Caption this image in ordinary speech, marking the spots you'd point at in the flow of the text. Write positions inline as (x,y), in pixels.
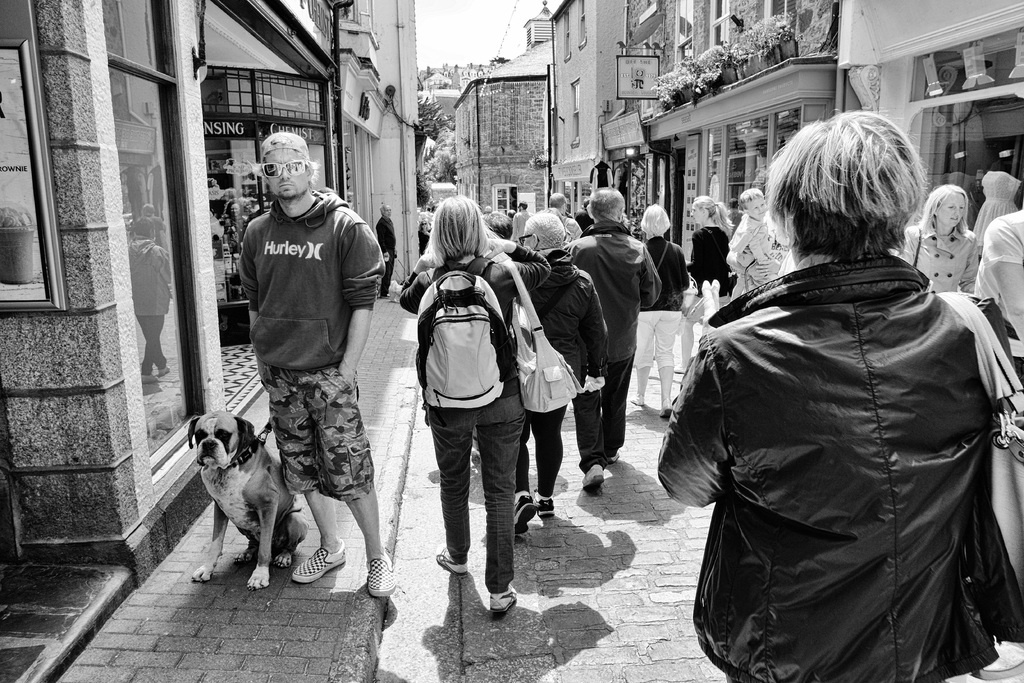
This is a black & white and outdoor picture. here we can see buildings (264,99). In between these buildings (502,184) we can see a road (534,459) and many persons (877,321) are walking on the road (639,678). We can see a dog (280,547) near to this building (63,370).
